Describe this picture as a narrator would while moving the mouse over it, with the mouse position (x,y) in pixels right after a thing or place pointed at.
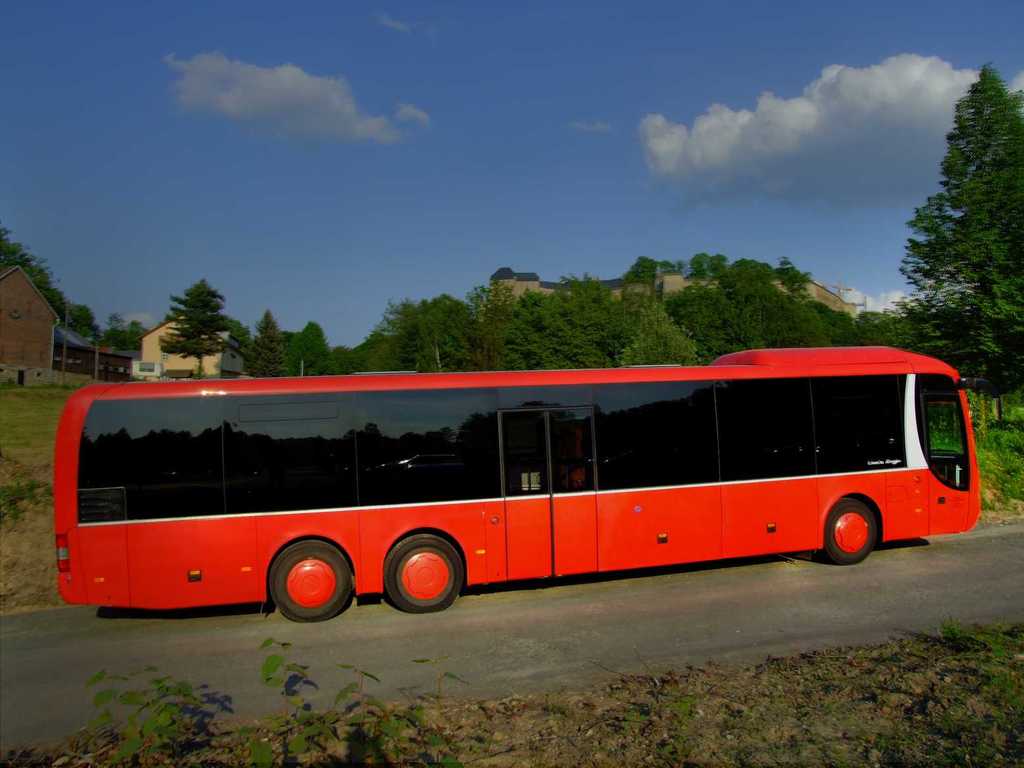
In the center of the image (435,462) we can see a bus (537,452) on the road (718,601). In the background (1011,230) there are sheds (69,332), trees (702,257) and sky (634,214).
